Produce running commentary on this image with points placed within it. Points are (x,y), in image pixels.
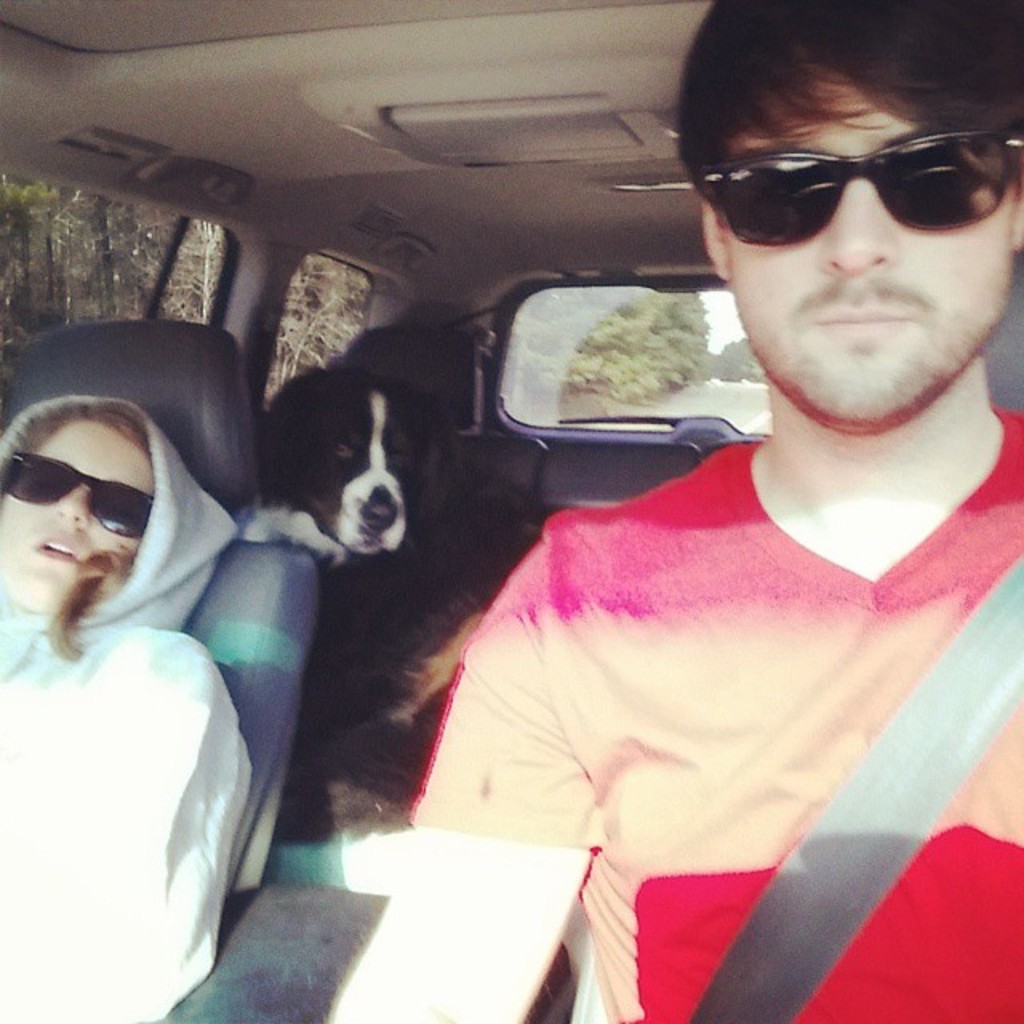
In the image we can see there are people (540,736) who are sitting in front (24,782) and they are wearing seat belts (813,943) and at the back (466,539) there is a dog (367,523) which is in black colour.
